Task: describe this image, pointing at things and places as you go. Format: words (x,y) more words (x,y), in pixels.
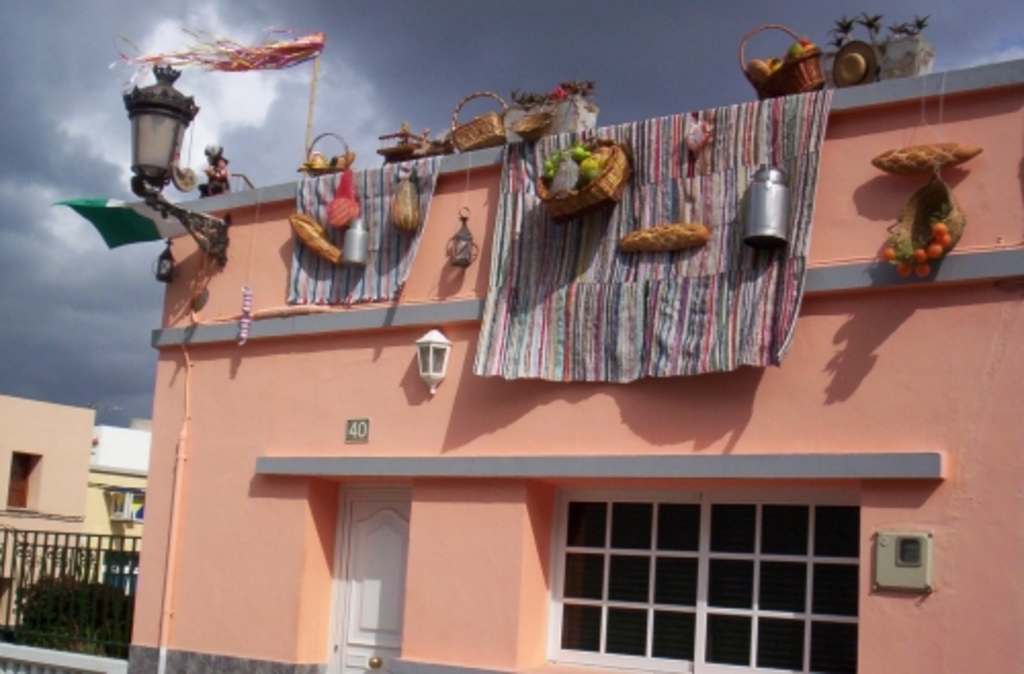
In this picture I can see buildings (110,485), plants (60,609) and I can see couple of clothes (383,235) and baskets (919,227) and I can see plants (903,30) in the pots (897,48) and couple of lights (430,359) fixed to the wall (241,274) and I can see flag (133,221) and a cloudy sky (146,288).
